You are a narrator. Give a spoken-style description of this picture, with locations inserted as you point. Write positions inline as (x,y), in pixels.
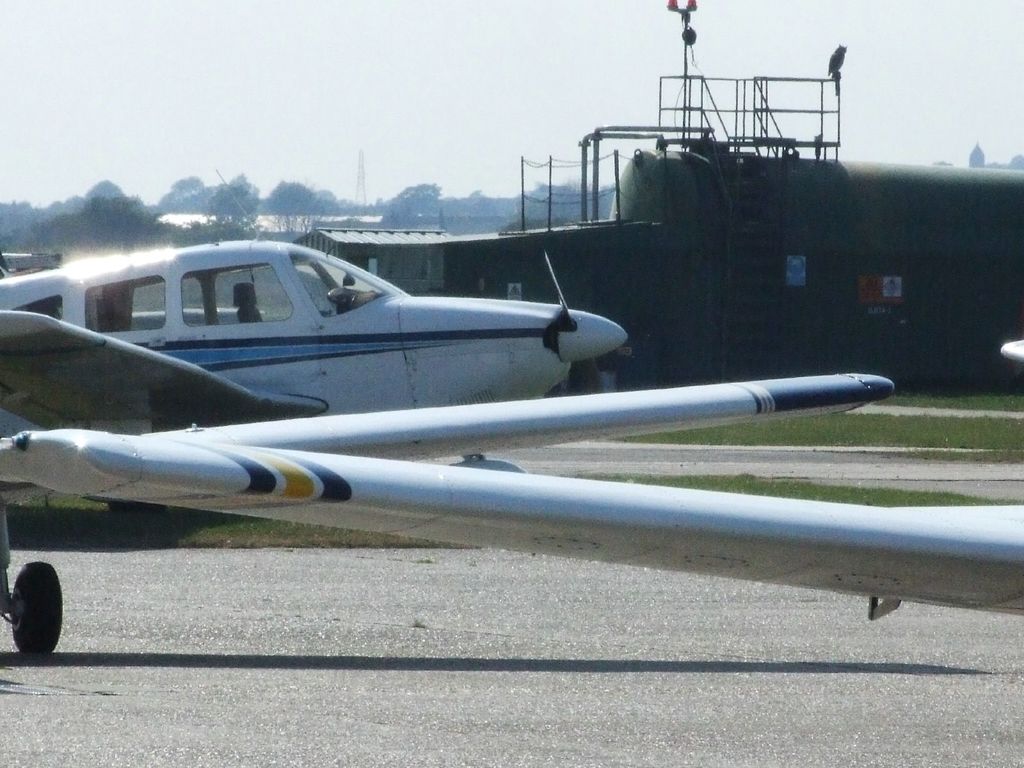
In this image I can see few aircraft (263,489) on the road (321,730). In the background (399,267) I can see the shed (399,270), many trees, tower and the sky (392,76).
